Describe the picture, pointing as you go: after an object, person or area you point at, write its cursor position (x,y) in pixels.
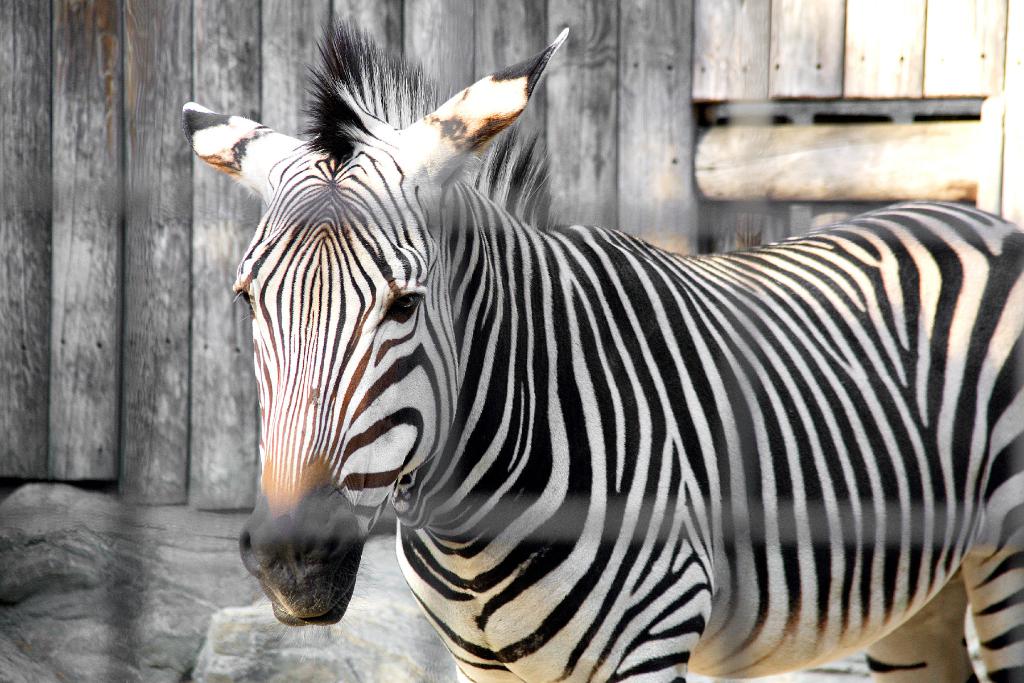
In this image we can see a zebra (492,430). In the background (764,80) there is a wall (518,4).
